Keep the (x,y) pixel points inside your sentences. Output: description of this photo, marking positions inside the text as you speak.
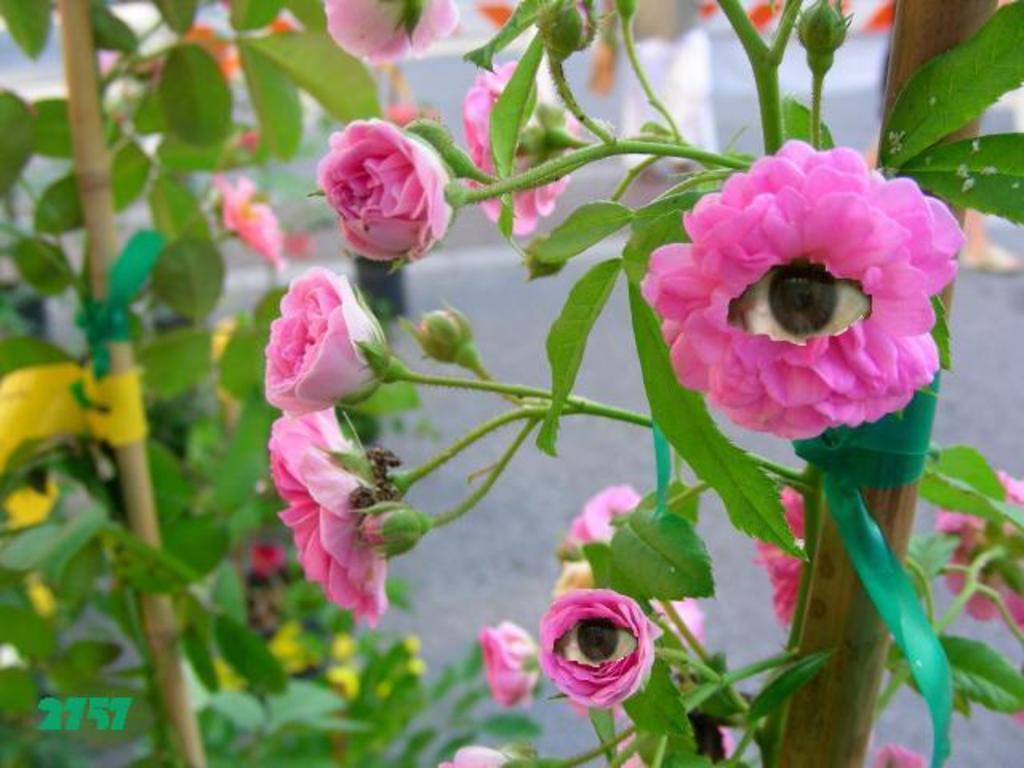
This image is taken outdoors. In the background (538,289) there is a road (553,546). In the middle of the image (653,340) there are a few plants (186,419) with green leaves (199,367). On the right side of the image (683,193) there is a plant (729,459) with a few pink roses (638,643) and buds (433,325).
